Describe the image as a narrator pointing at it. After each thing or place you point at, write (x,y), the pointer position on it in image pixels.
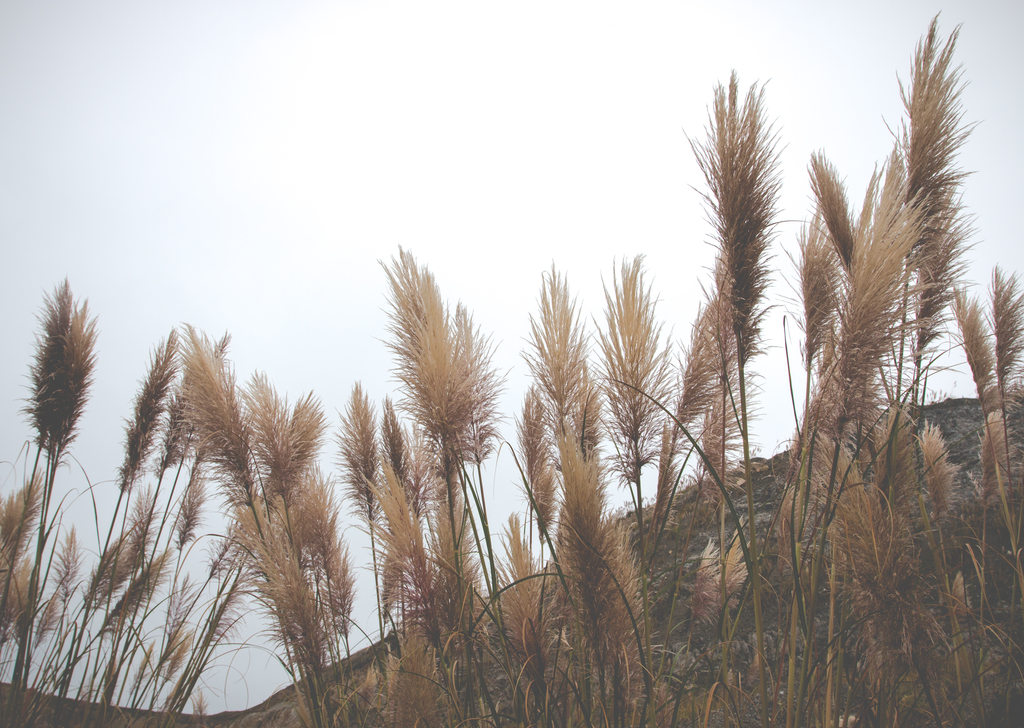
This image consists of plants (427,573) in brown color. In the background (680,531), there is a mountain (701,506). At the top (590,107), there is a sky (123,85).
